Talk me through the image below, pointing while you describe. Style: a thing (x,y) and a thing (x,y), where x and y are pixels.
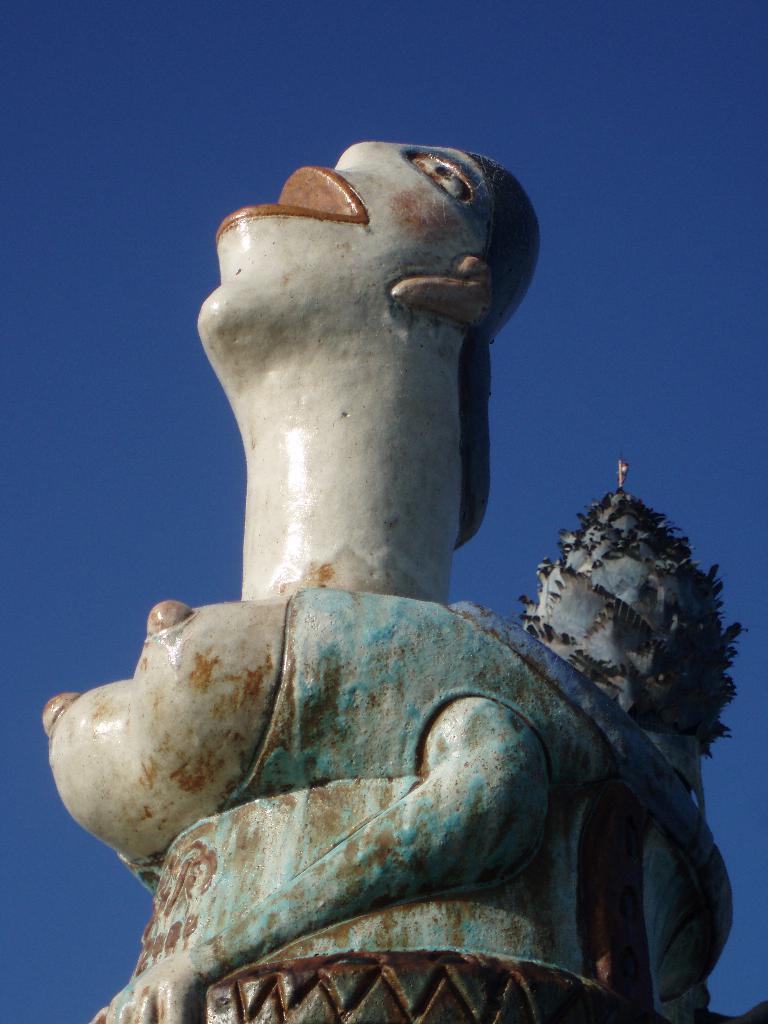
In this image we can see a sculpture (372,481) and in the background (639,203), we can see the sky (610,160).
